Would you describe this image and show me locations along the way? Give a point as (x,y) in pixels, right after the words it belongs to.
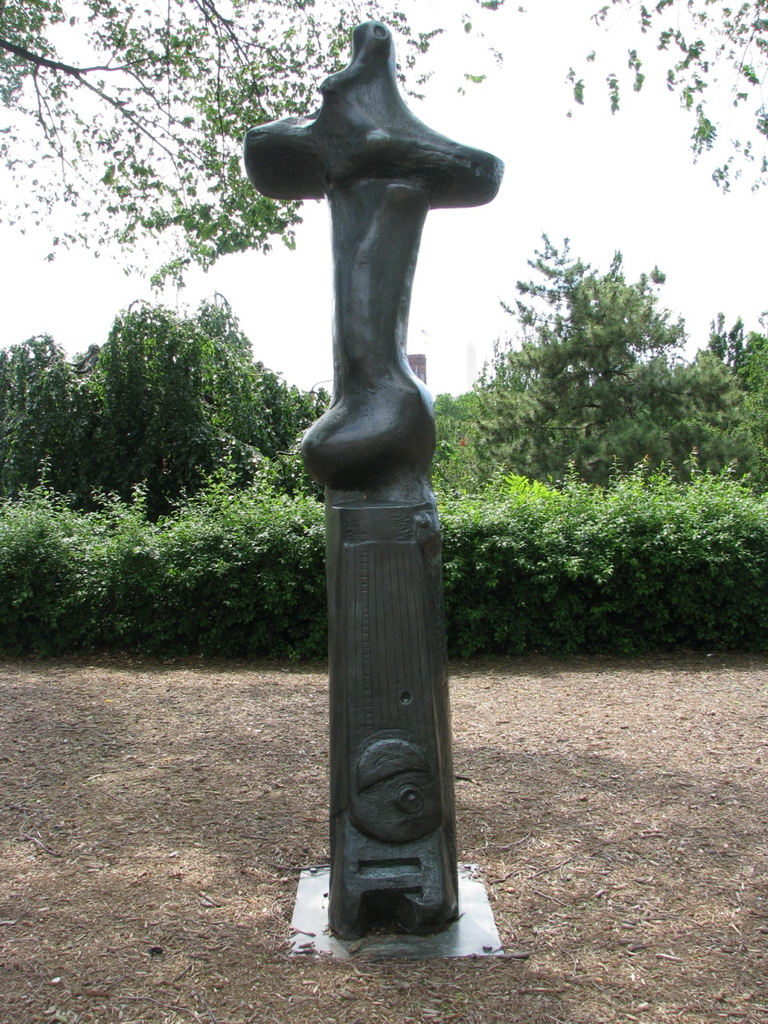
In this picture we can see a sculpture (397,460) in front (372,167), in the bottom (208,812) we can see soil (136,803), in the background (124,615) there are some plants (134,545) and trees (192,407).
